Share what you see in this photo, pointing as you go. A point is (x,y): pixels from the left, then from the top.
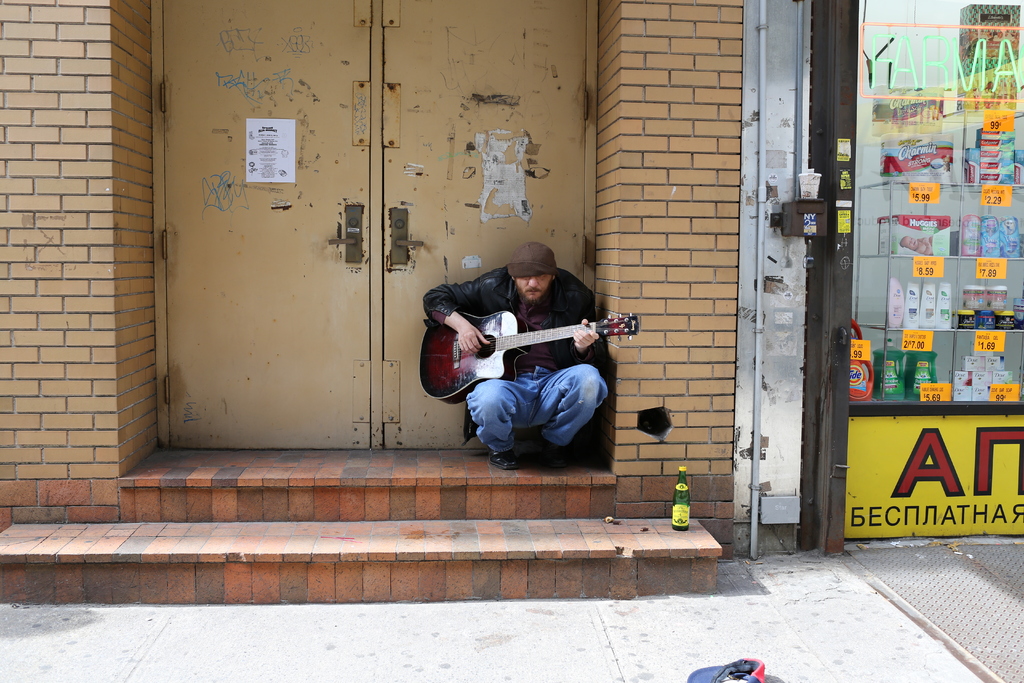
In this picture a guy (550,407) is crouching on steps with guitar (441,363) in his hand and a glass bottle (682,502) beside him. In the background (690,446) there is a door (399,200) and a brick wall (659,206).
